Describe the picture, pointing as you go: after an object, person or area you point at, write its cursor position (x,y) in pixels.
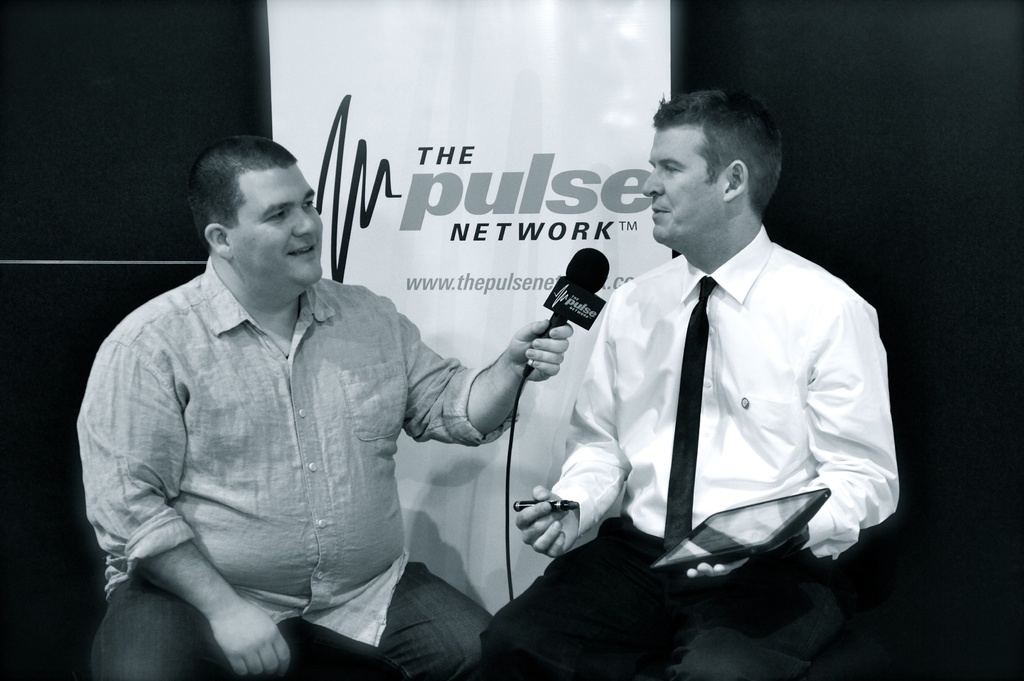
In this image I see 2 men (152,352) sitting and one of them is holding a mic (528,365) and another one is holding an electronic device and a marker (525,506) in his hands (519,519). In the background (487,481) I see a board (482,467).
